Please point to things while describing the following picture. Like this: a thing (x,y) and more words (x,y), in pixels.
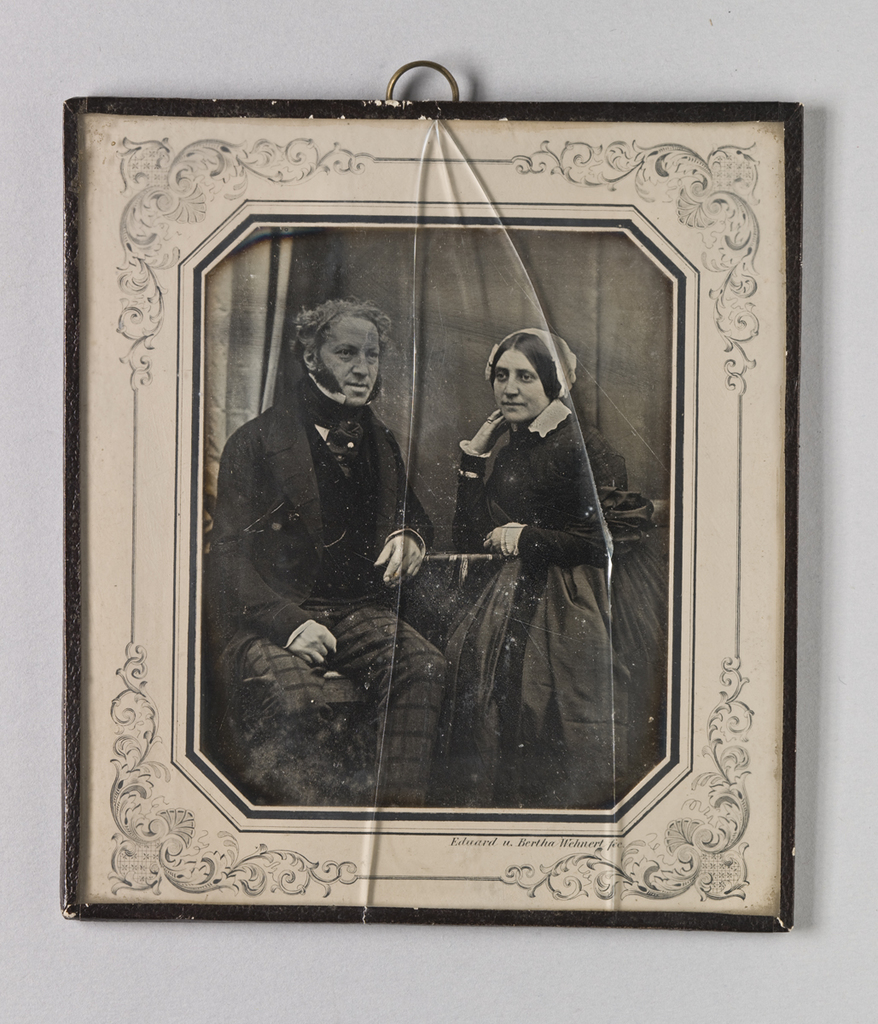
In the center of the picture (336,345) there is a frame (421,157) hung to the wall (856,970). In the frame (97,373) there is a black and white photograph (421,404) of a couple (387,557).
